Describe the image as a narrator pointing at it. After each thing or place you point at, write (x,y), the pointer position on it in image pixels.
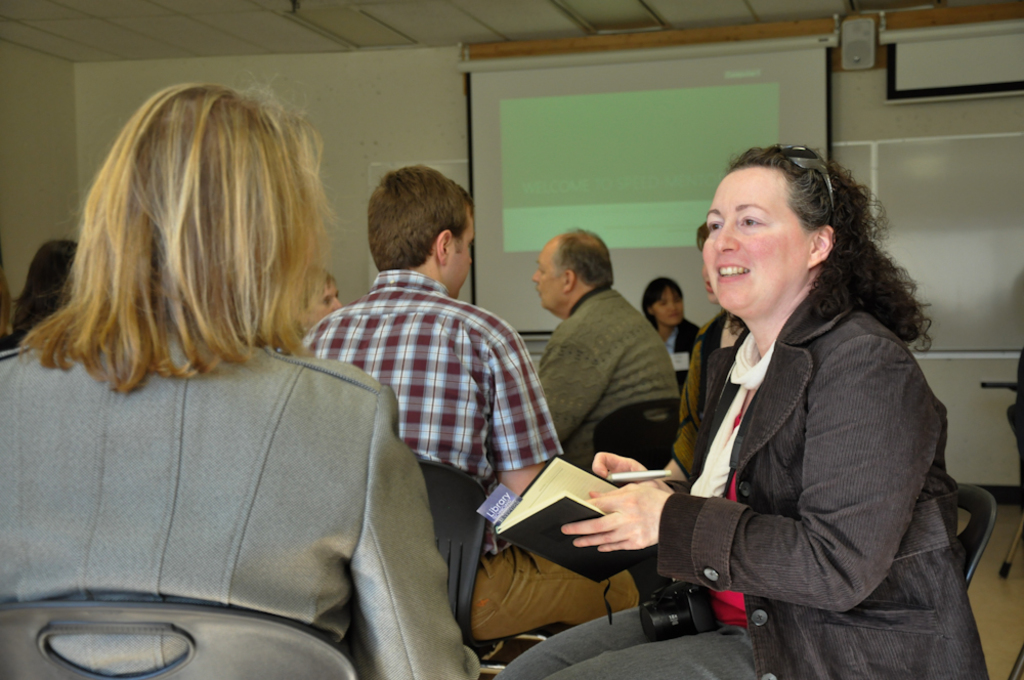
This picture shows an inner view of a room (442,141). Wall (416,148) containing two boards (956,152), one speaker (865,61) and two projector screens (902,81). So many people (43,346) are sitting in the chairs (631,421). One woman (813,506) wears camera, holding a pen (650,474), book (553,497) and she is looking another woman (307,434) in front of her.
